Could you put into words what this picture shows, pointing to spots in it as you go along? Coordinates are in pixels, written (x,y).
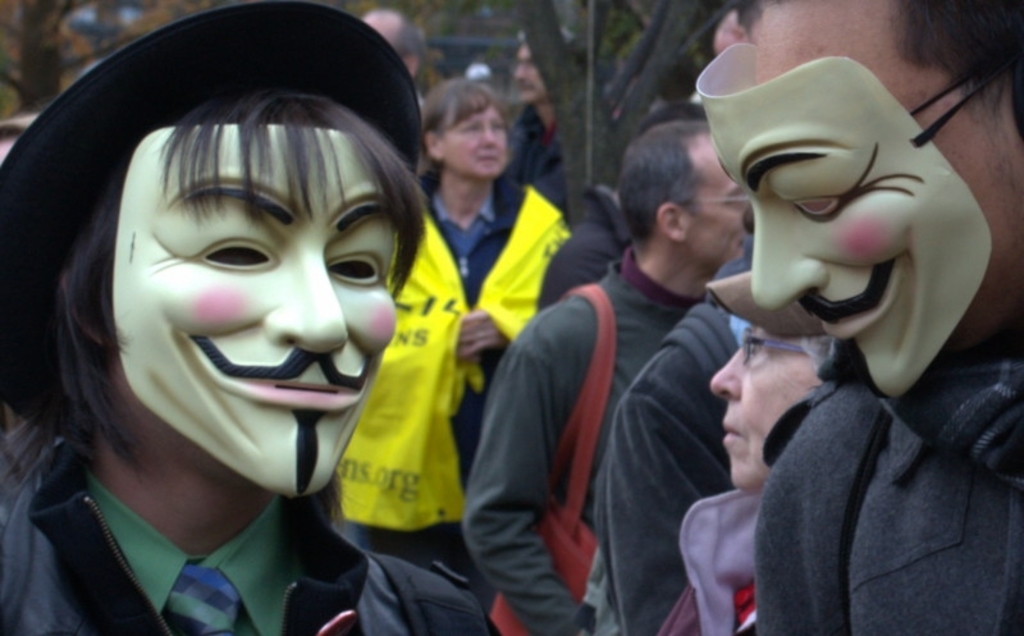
In this picture we can see 2 people (952,309) wearing a mask (884,190). In the background (652,308), we see many people (454,239) standing on the street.
